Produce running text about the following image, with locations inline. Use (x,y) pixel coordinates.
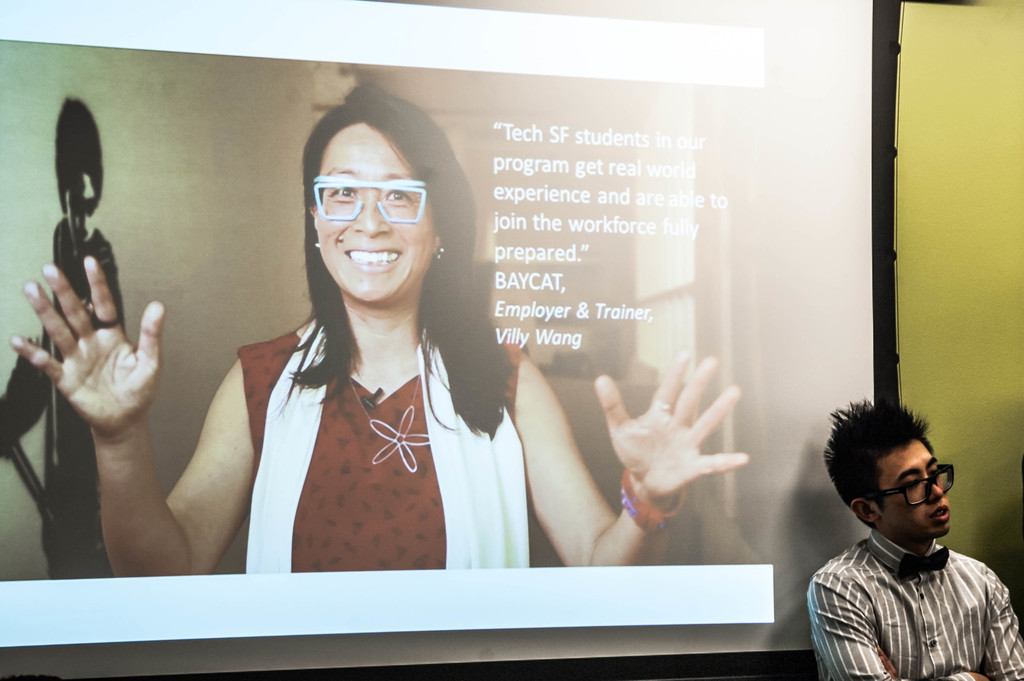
In this image we can see a person (897,430), behind to him there is a screen (456,259), on the screen (529,273) there are text (549,168) and picture (364,309) of a lady (452,356), also we can see the wall (965,259).
